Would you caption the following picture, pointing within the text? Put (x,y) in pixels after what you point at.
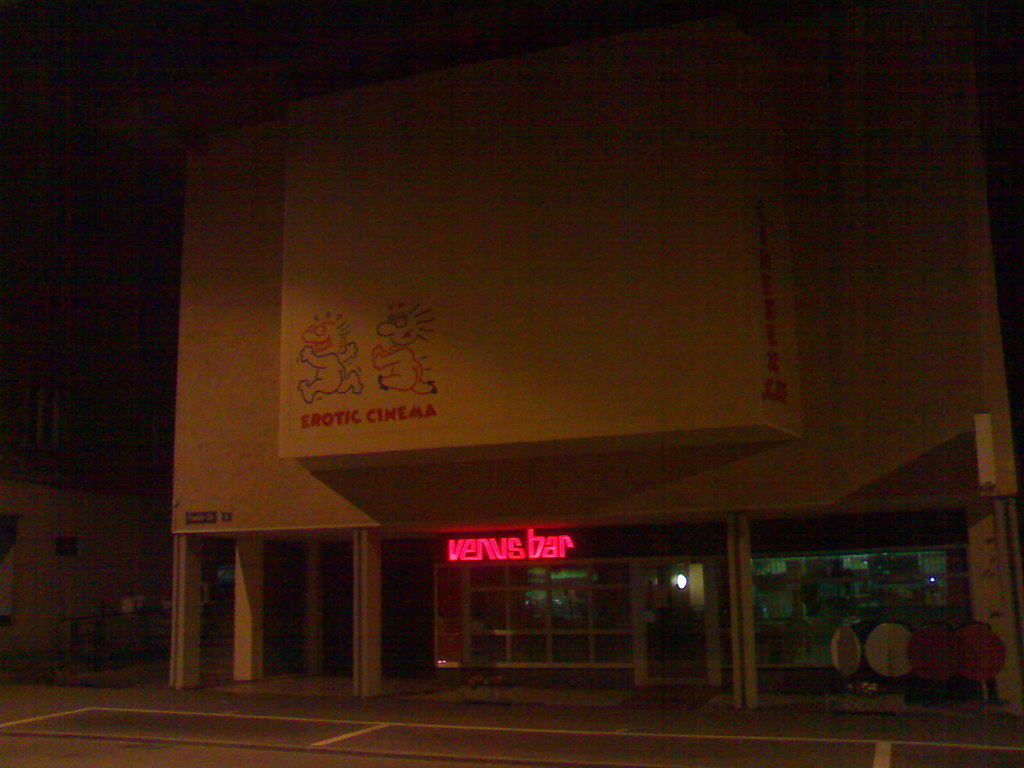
In this image in the background (137,508) there are buildings (438,511) and in the front (886,661) on the right side (918,660) there are objects (924,659) which are white and red in colour and there is some text (378,412) written on the building (450,451) which is in the front (477,456).
